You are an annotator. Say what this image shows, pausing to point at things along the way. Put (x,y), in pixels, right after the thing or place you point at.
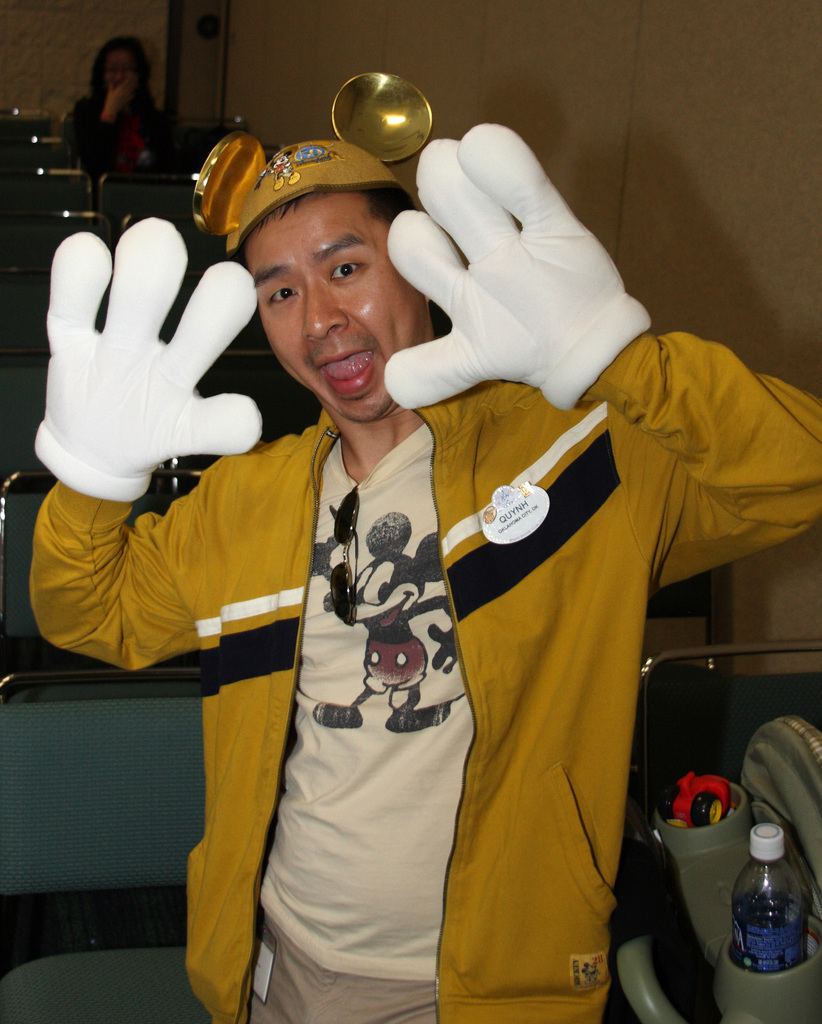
In the center of the image (300,532) there is a man (405,761) standing. He is wearing a jacket (473,590) next to him there is a bottle (755,952) which is placed in the seat (741,978). In the background (130,90) there is a lady (136,101) and a wall (390,67).
